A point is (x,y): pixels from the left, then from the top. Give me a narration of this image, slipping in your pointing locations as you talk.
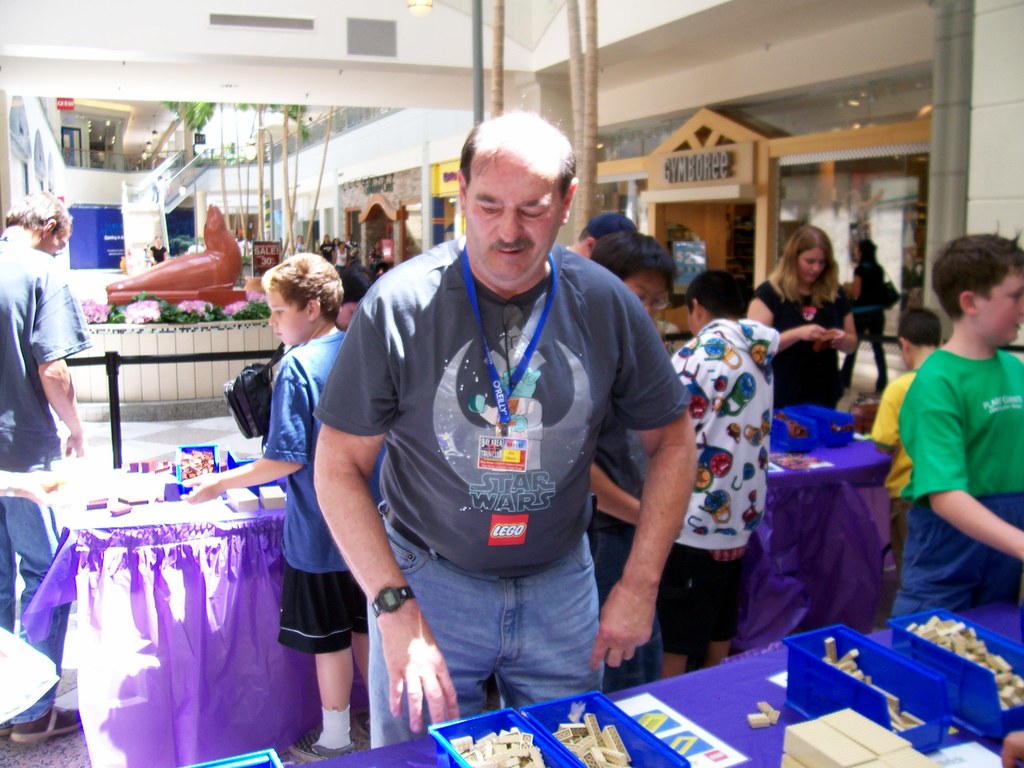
In this image I can see group of people (636,404) are standing in front of tables (756,616). On the tables (235,547) I can see some objects (856,680). In the background (377,157) I can see trees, wall (198,368), stairs (148,231) and other objects (241,356) on the ground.
